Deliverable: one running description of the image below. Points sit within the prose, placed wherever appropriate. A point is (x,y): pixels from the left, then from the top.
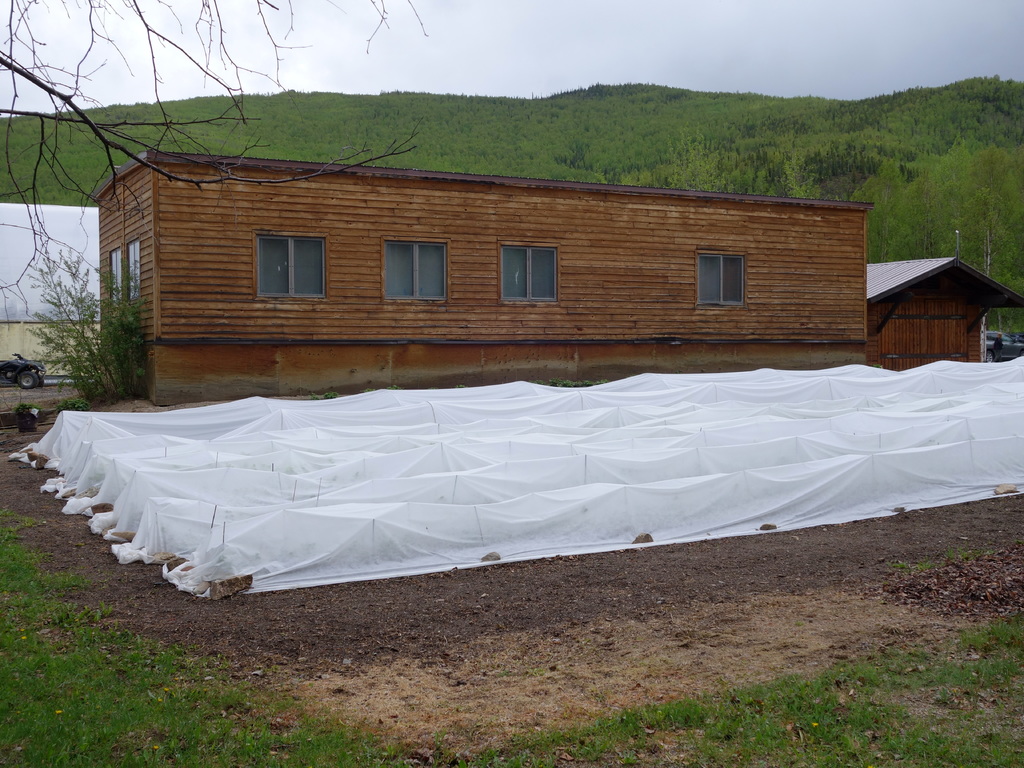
In the background of the image (233,172) there is a house (257,316) with windows (436,267). At the bottom of the image (626,725) there is grass (289,739). There is a white color cover (500,453). In the background of the image (597,120) there are mountains (825,139), trees (809,137) and sky (580,45).
